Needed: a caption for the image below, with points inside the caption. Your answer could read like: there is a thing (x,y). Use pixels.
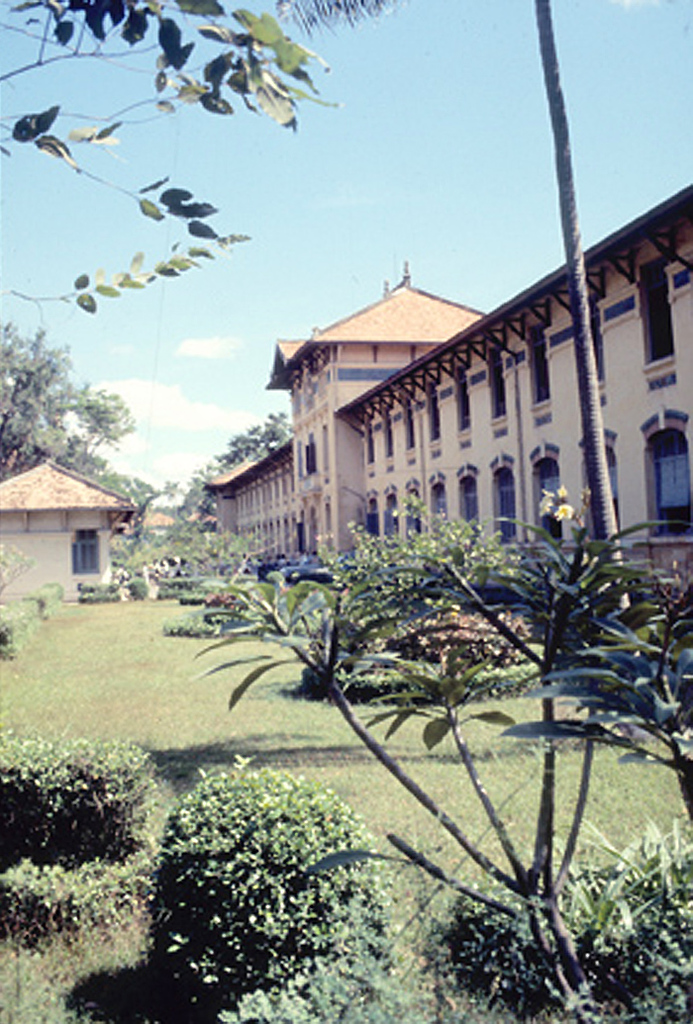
In the picture we can see a grass surface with some plants (661,992) and besides, we can see a building (249,514) with many windows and doors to it and opposite side, we can see a small house (5,490) with window (91,569) and behind it we can see trees (217,532) and sky (299,267) with clouds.
